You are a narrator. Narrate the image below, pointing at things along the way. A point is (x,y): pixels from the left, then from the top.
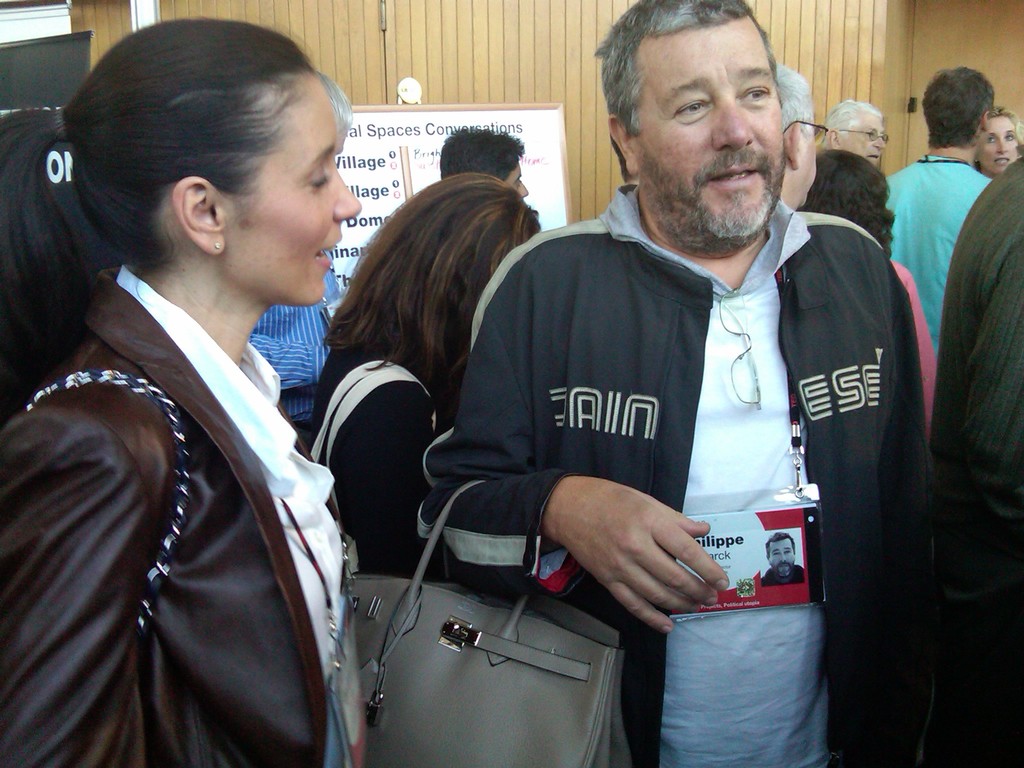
In the picture we can see a woman (151,490) and a man (716,151) are standing they are wearing a handbag (621,680) and back of them, we can see some people (904,264) are standing and talking to each other and behind them we can see a wall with a white color board (369,232) and some information (381,189) on it.
